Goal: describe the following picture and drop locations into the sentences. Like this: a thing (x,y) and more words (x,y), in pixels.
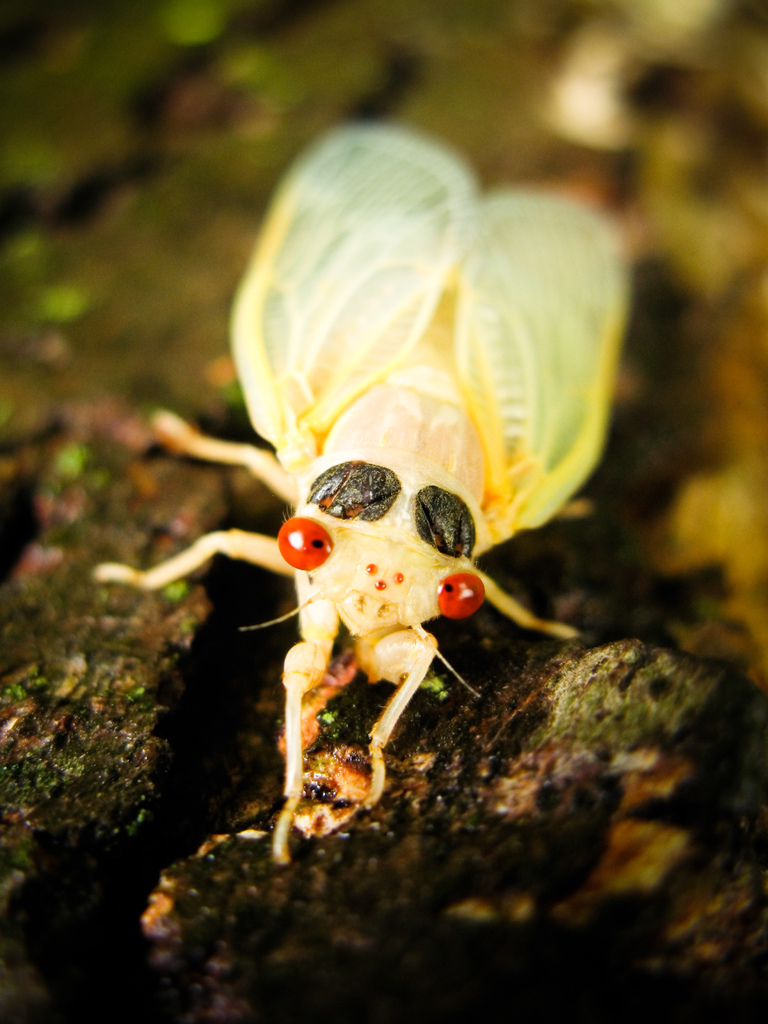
In this image I can see white color insect (435,532) on the ground (241,727).
